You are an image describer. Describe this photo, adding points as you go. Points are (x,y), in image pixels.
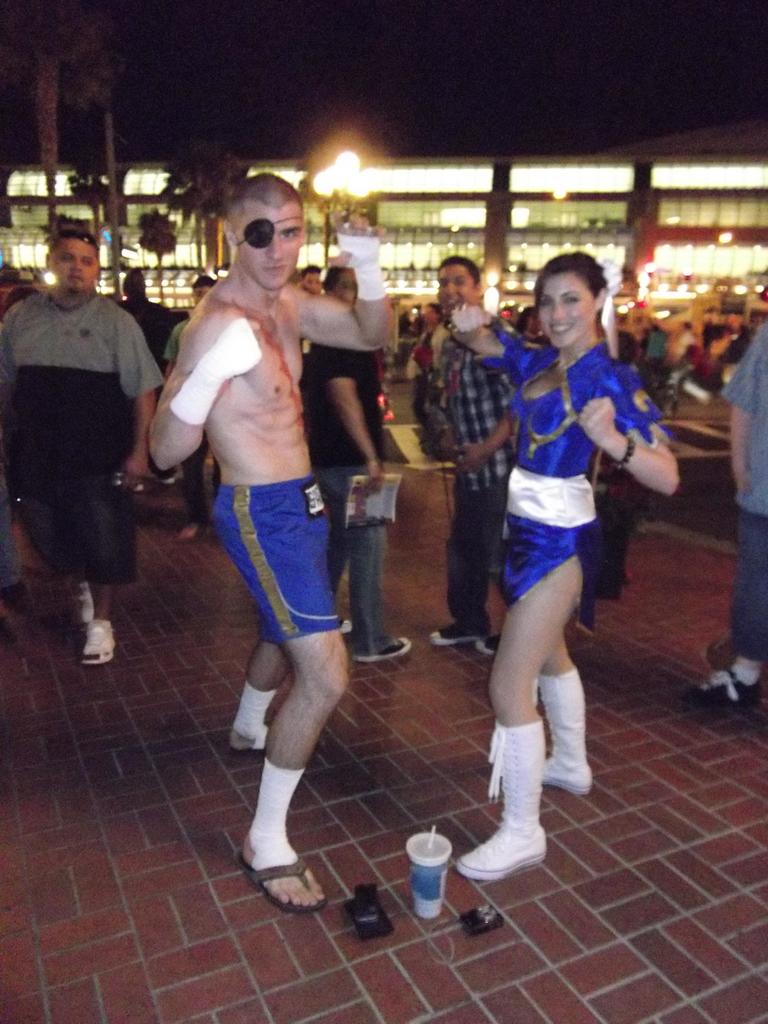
In the middle (321,650) a man (307,672) is standing, he wore short (317,586), on the right side (548,525) a beautiful woman (554,559) is standing, she wore blue color top (556,537). Behind them there are few persons (360,438) walking, there are lights (481,174) in the building (505,178) in this image.
